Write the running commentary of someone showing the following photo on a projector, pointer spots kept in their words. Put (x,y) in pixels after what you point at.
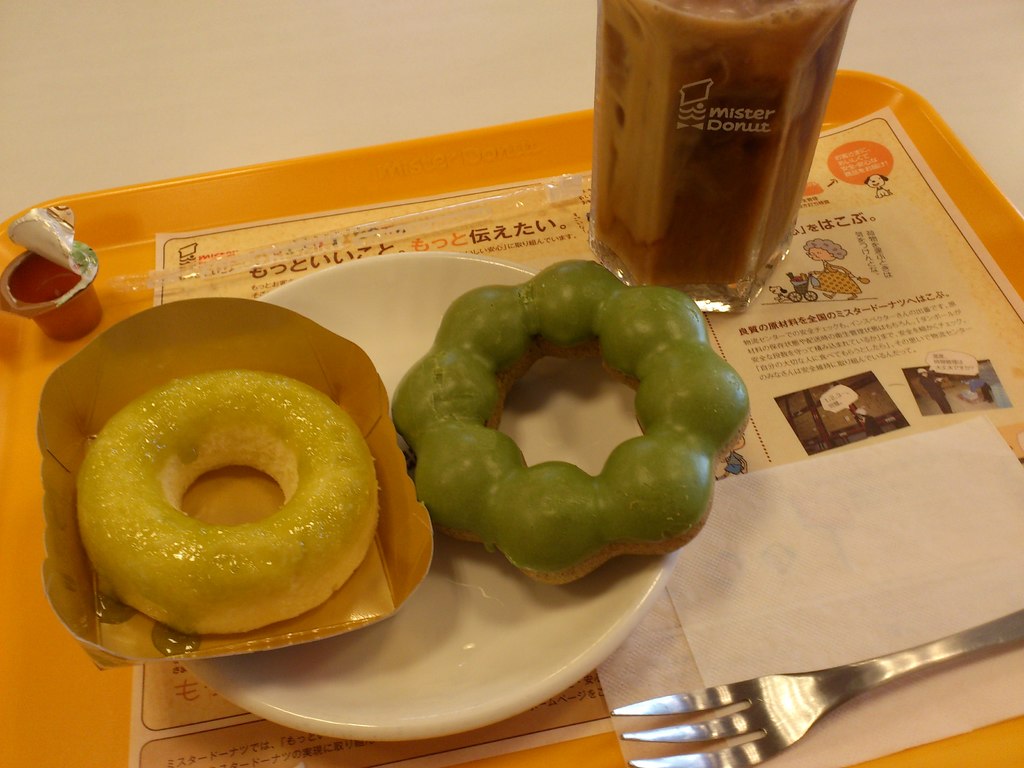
In this picture we can see a tray (984,227), there is a paper (977,255), a tissue (964,440), a fork (792,680), a glass of drink (732,276), a plate (538,639) present on the tray (997,222), we can see a doughnut (366,475) and some food (514,508) present on the plate (530,650).
